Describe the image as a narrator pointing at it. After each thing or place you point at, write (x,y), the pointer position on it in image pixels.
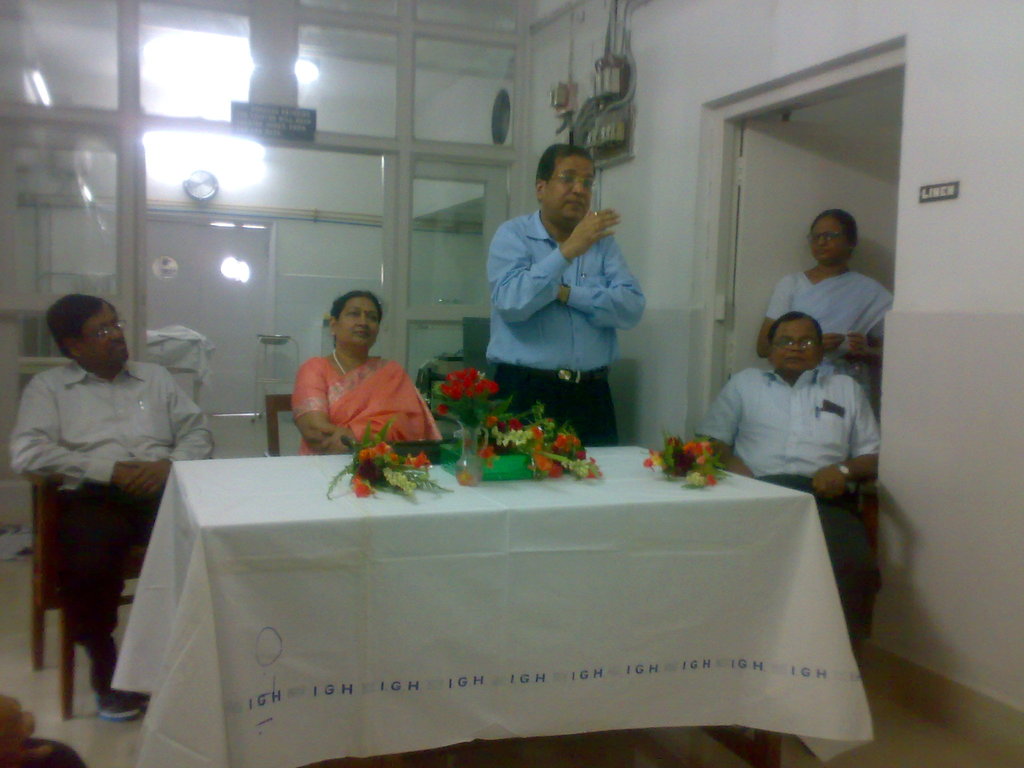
Here we can see three persons (372,426) are sitting on the chairs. This is table (390,619). On the table (380,638) there is a cloth (542,598) and flower bouquets (582,465). This is floor (886,724). Here we can see two persons (873,401) are standing on the floor (111,746). There is a wall (946,57) and this is door (776,209). Here we can see lights (178,93) and this is glass (322,244).
